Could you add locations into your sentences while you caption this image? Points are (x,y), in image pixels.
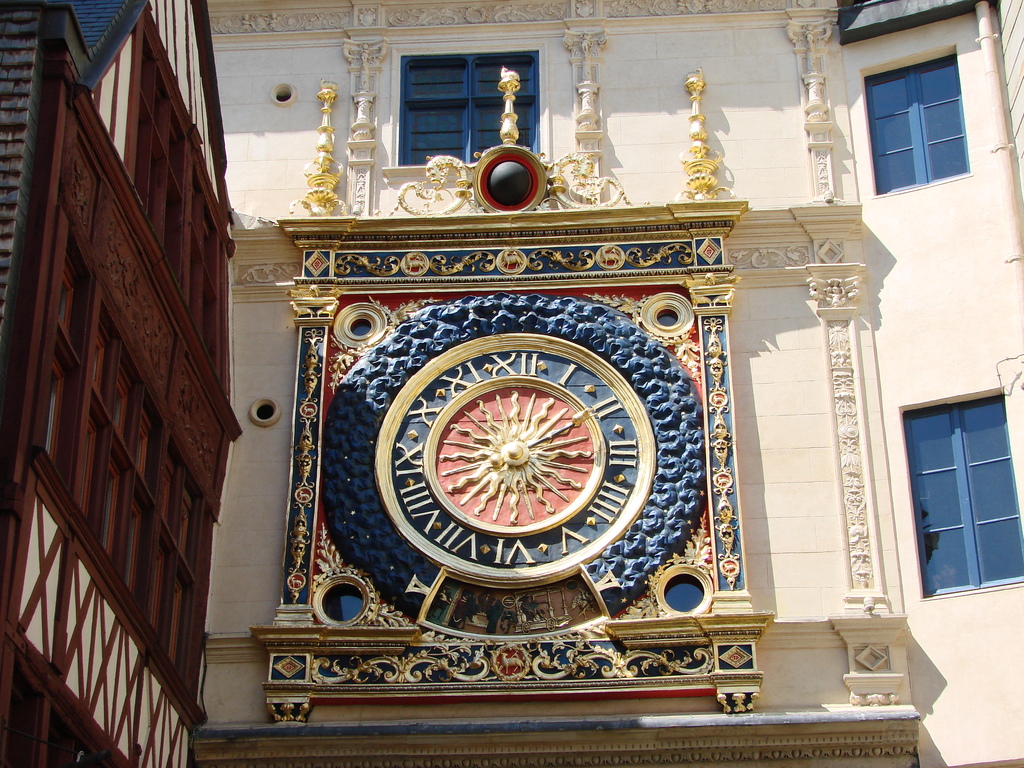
In this image I can see few walls (316,105) and in the centre of the image (530,337) I can see a clock (603,326) on the wall (277,127). I can also see few windows (413,82).
